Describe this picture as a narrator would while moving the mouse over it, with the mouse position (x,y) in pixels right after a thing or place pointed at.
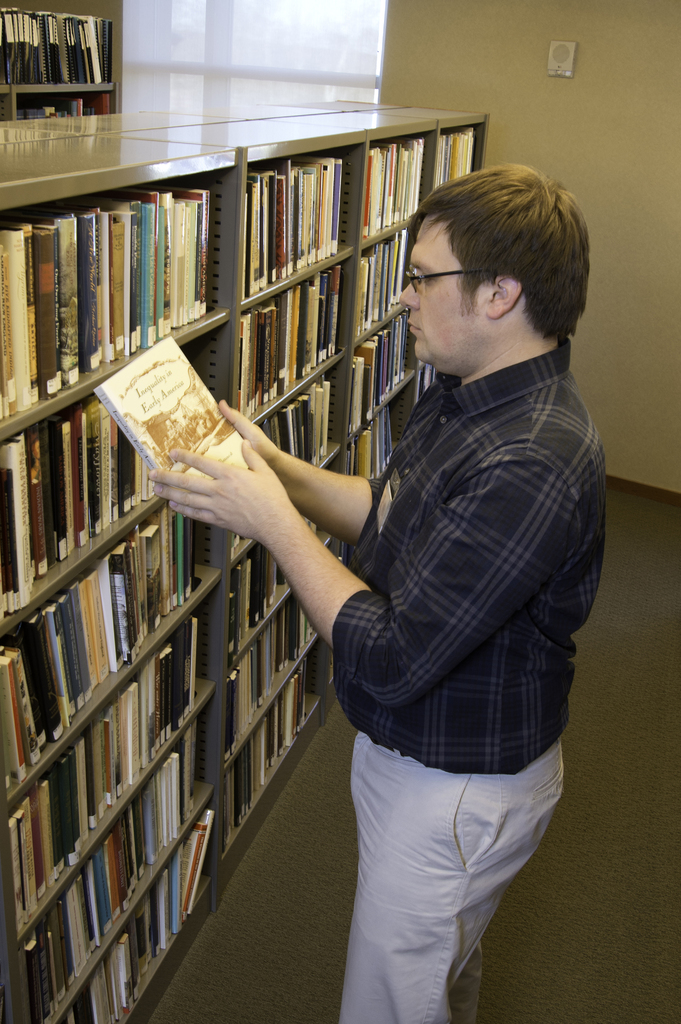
In this picture there is a person (475,549) wearing black shirt (440,626) is standing and holding a book (186,450) in his hand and there are bookshelves (234,233) in front of him.
